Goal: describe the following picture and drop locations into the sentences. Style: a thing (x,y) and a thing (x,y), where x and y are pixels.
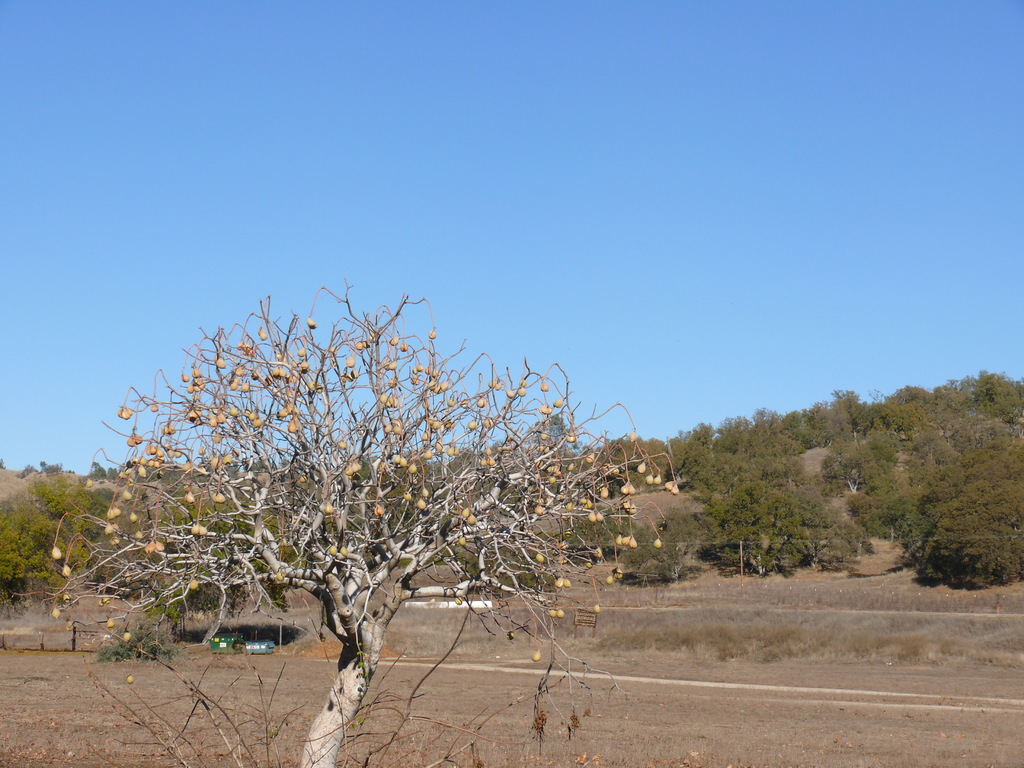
In the picture we can see a tree (348,671) and behind it, we can see the surface (313,660) and far away from it we can see the trees (855,448) and the sky (766,244).
